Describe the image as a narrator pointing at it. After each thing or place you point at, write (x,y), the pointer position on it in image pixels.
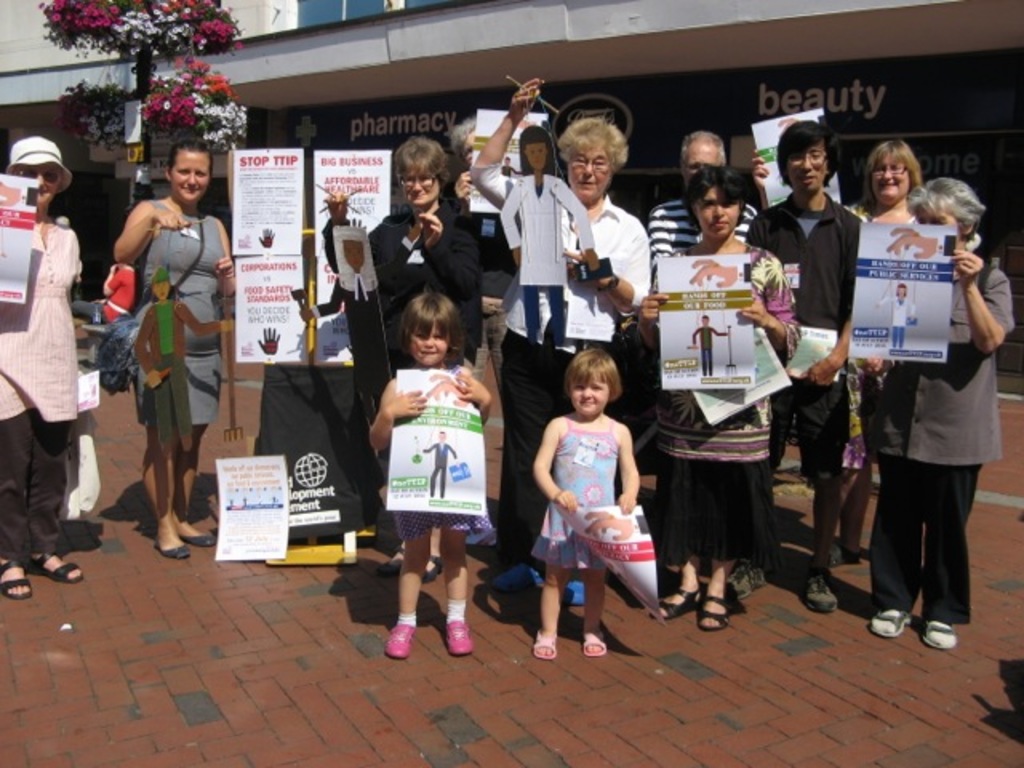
This picture is clicked outside. In the center (668,481) we can see the group of persons (726,244) holding posters (233,240) and standing and we can see the text (442,504) and pictures (234,491) of some objects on the posters (948,256) and we can see there are some objects (310,511) placed on the ground (262,621). In the background (169,104) we can see the text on the boards (866,89) attached to the building (365,88) and we can see the flowers (188,83), leaves (88,93) and some other objects (151,159).
